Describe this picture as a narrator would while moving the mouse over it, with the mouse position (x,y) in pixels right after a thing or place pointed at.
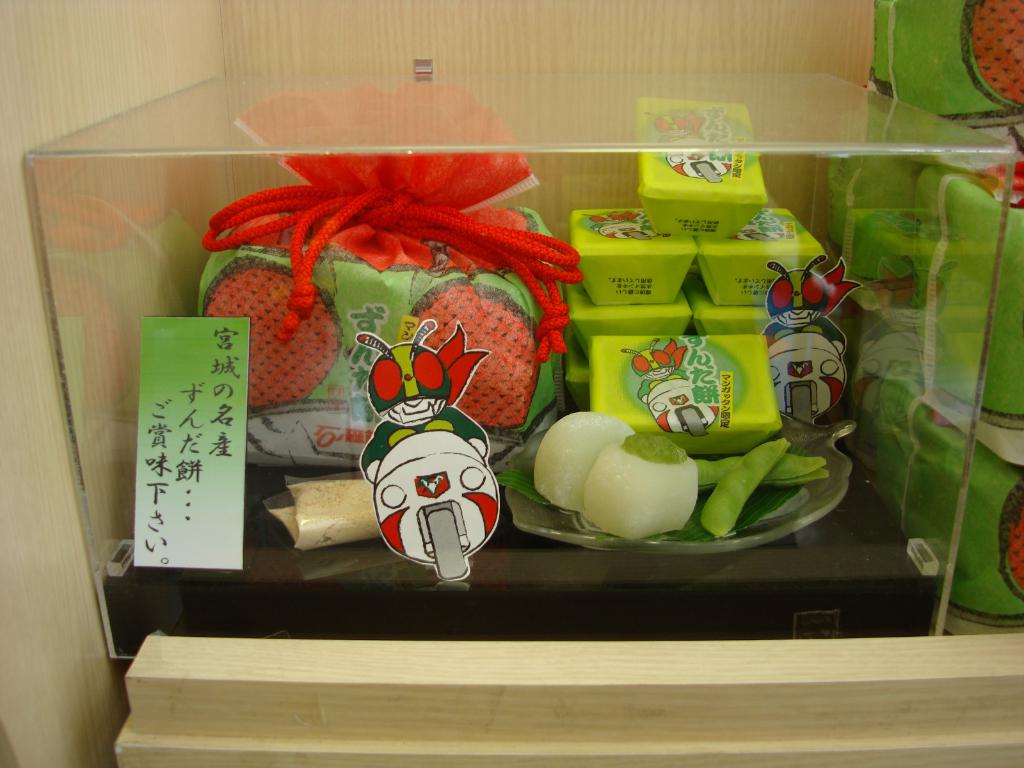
In this image I can see food items (317,511) in a glass box (476,551). There are stickers (424,521) on the glass box (900,389). In the right side of the image (979,137) it looks like food packets (915,4) or bags (983,37).
